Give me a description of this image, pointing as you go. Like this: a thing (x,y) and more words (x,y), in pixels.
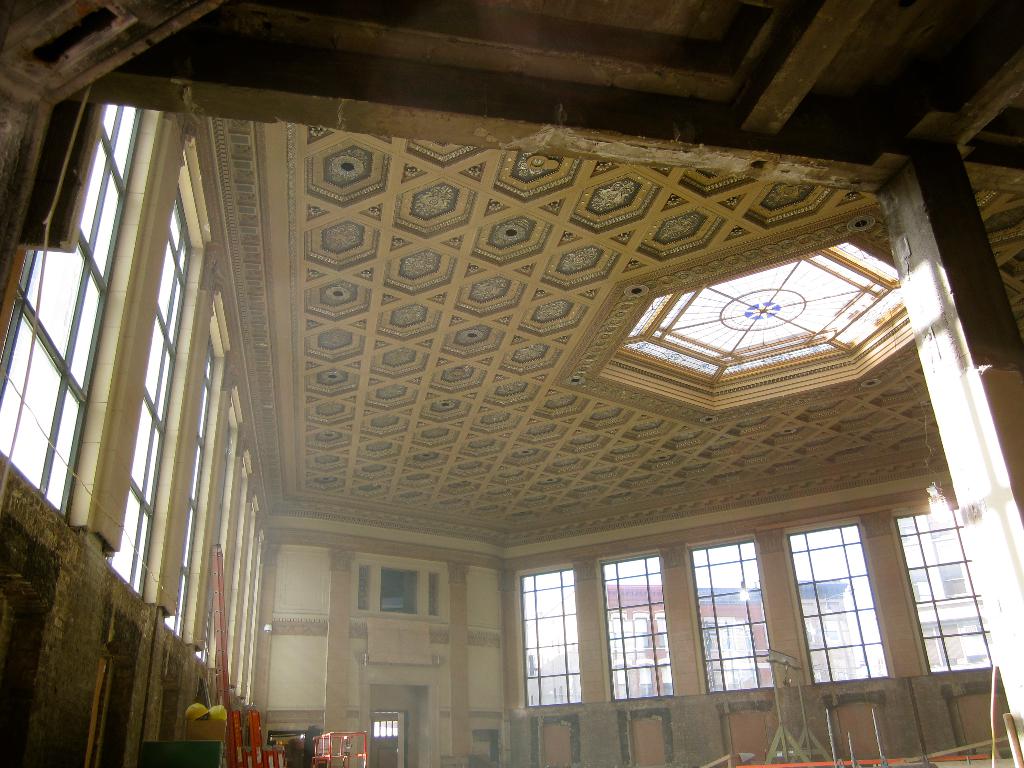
In this picture I can see inside of the building (575,557), windows (528,582) to the walls (559,562) and few objects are placed inside the building (468,315).
